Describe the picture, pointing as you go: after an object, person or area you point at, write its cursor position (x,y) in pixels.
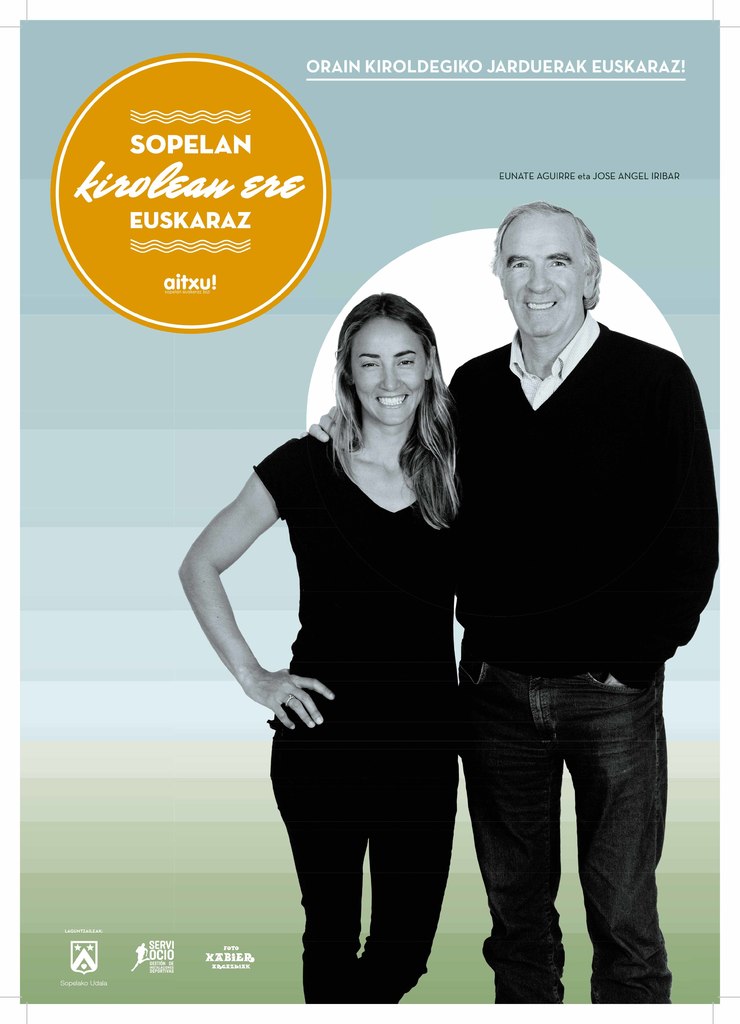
This is a poster (627,636). In this poster (279,423), we can see a man (560,430) and a woman (329,749) standing and smiling.
